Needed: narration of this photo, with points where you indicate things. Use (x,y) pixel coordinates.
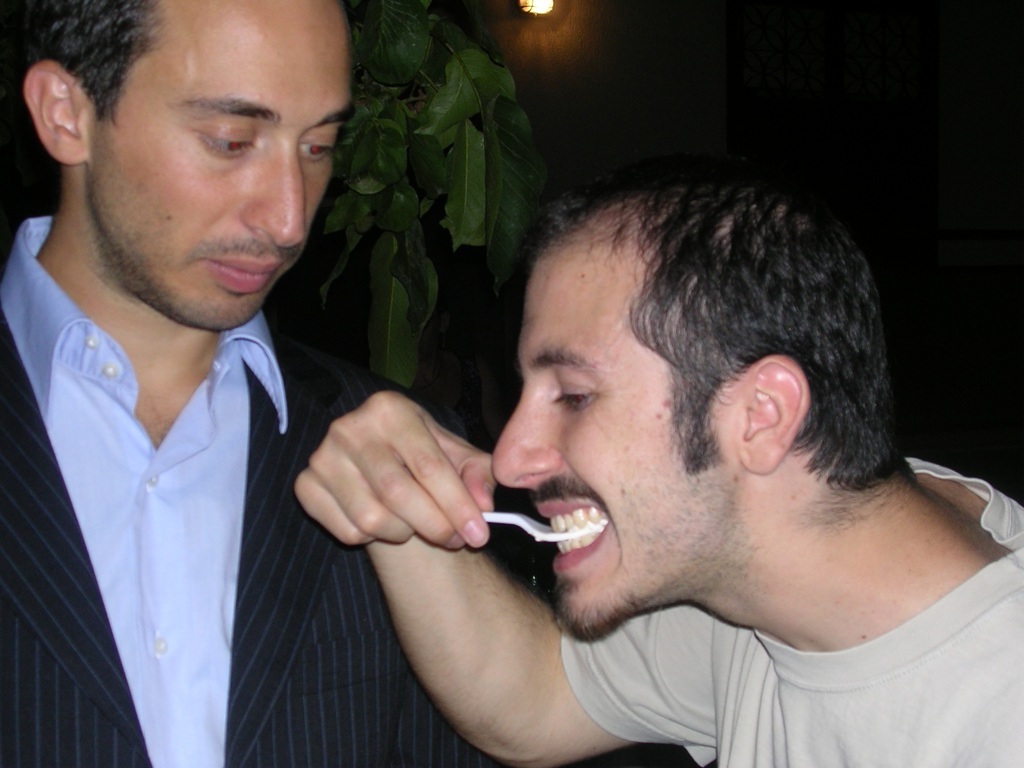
In the image we can see there are people (165,379) standing and a man (404,589) is holding spoon (498,516) in his mouth (562,527). Behind there is a plant (436,161).
